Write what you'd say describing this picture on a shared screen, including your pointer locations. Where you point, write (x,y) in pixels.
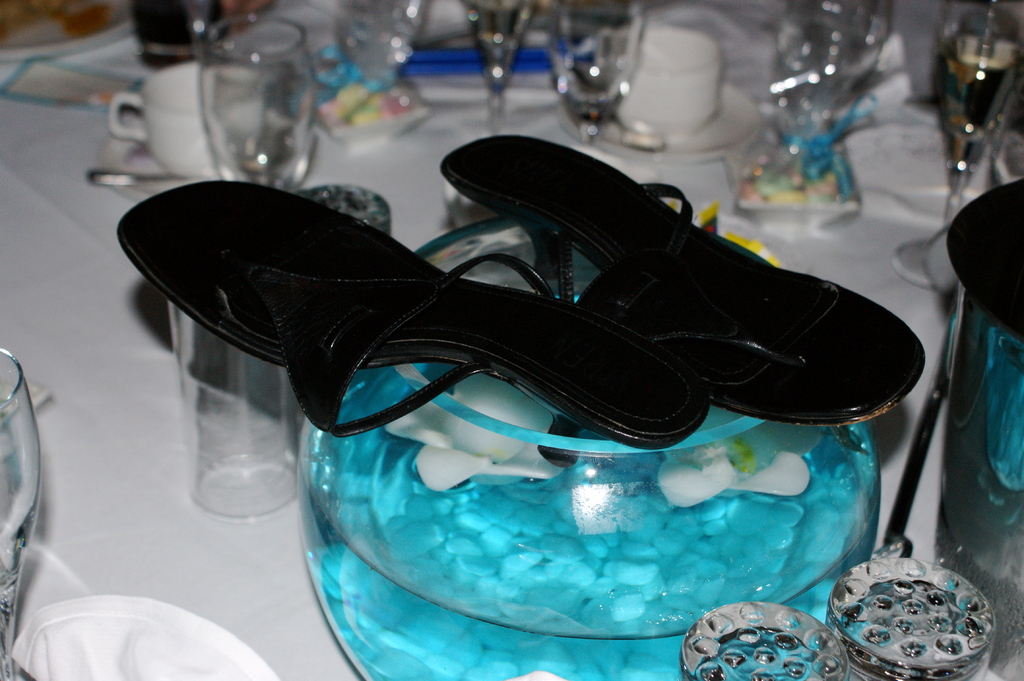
In this picture I can see footwear (587,239). I can see a number of glass objects (506,276) on the surface (187,528).
